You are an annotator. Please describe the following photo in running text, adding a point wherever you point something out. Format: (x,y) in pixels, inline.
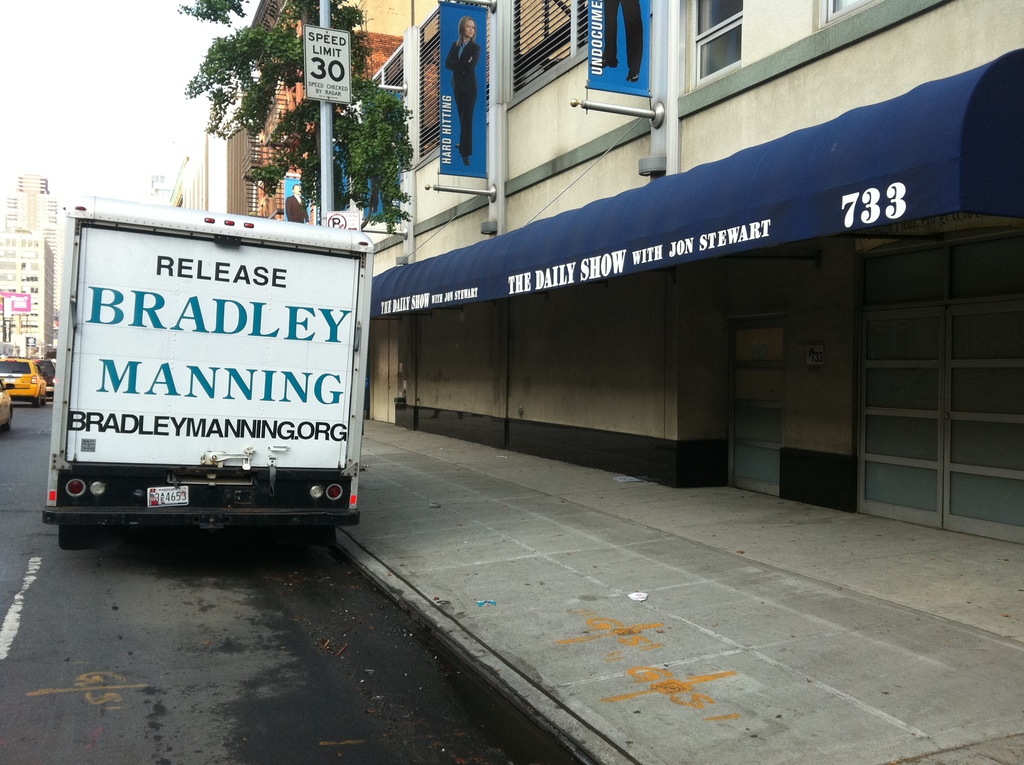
In the image I can see buildings (455,183), a tree (254,94), vehicles (315,400) on the road (24,425) and poles (410,218) which has boards (325,74). In the background (100,117) I can see the sky (111,124).
